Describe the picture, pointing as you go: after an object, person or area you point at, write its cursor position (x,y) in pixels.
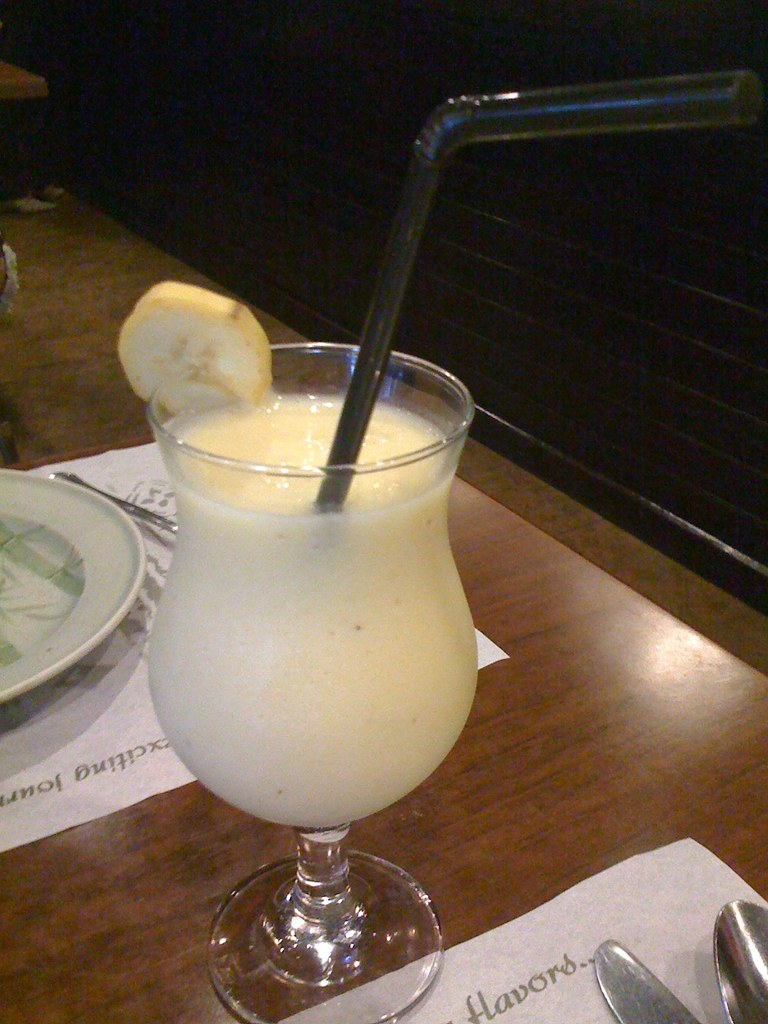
At the bottom of the image (589,851) there is a table (563,778) and we can see a glass (335,760) containing drink (308,640), plate (122,549), knife (622,975), spoon (729,957) and a paper (129,774) placed on the table (525,781).
